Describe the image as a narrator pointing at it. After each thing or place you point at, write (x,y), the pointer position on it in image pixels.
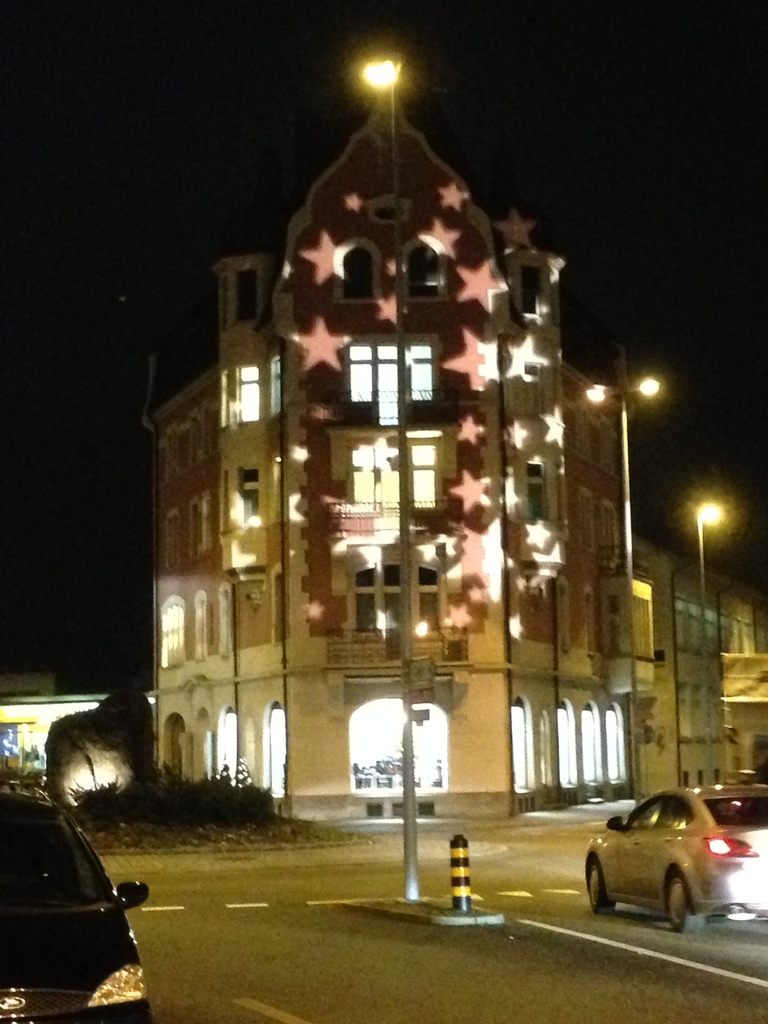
In the center of the image (306,404) we can see buildings (344,545), door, windows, electric light poles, bushes (93,818), rock (121,743) are there. At the bottom of the image (363,892) we can see cars (650,858), road (428,887) are there. At the top of the image (275,125) there is a sky (262,122).
